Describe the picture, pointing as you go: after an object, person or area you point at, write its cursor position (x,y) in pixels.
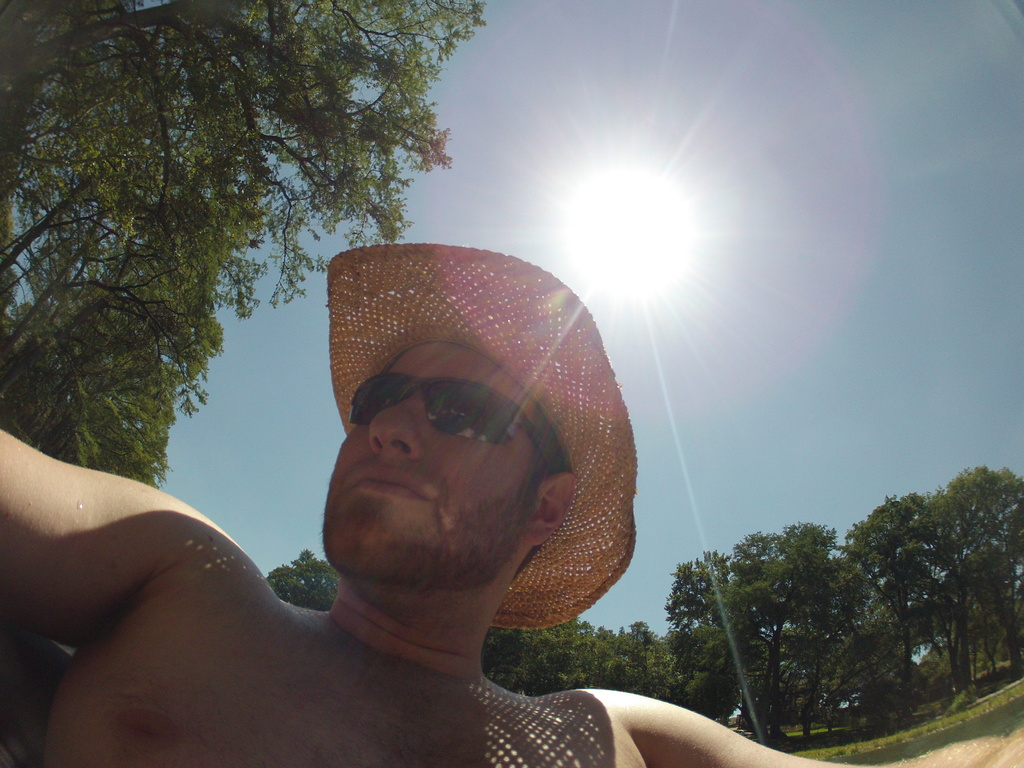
In this image, we can see some trees (862,658). There is a person (366,740) at the bottom of the image (427,598) wearing sunglasses (471,420) and hat (618,454). There is a sun (591,195) in the sky (736,191).
